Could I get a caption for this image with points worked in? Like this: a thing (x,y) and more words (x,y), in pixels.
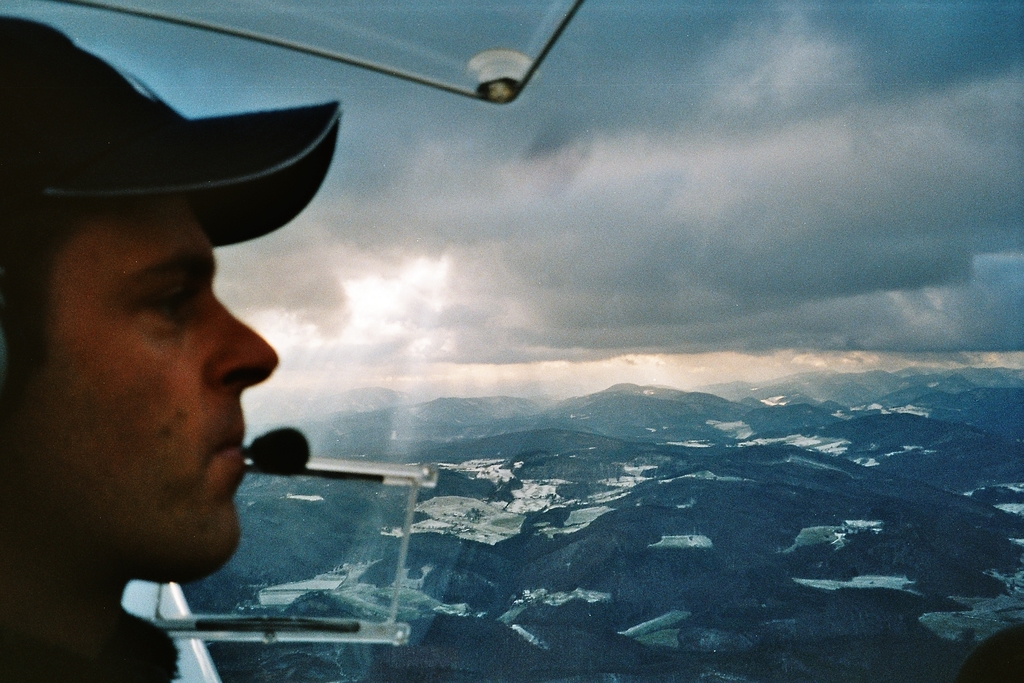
In this image, we can see a man (55,368) wearing a hat (128,133), at the top (583,217) there is a sky (772,122).
